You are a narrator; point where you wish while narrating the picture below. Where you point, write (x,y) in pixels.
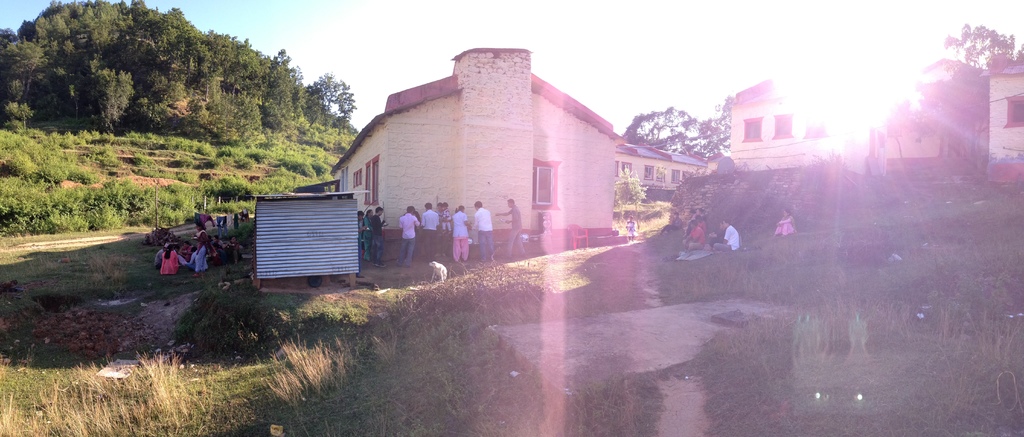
At the bottom of the picture (355,399), we see the grass (322,412). In the middle (343,247), we see a shed (312,236) which is made up of iron sheets (283,249). Beside that, we see the people (167,257) are sitting on the grass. Behind them, we see the clothes (203,221) are hanging on the rope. Beside the shed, we see the people (406,242) are standing. We see a white dog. In front of them, we see a building (505,117). Beside them, we see a red chair (580,245) and a man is standing. We see the people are sitting on the grass (790,267). On the right side (769,255), we see the buildings (745,151) and grass (769,255). There are trees (726,135) and buildings (792,137) in the background (73,61). At the top (518,26), we see the sky (507,39).
